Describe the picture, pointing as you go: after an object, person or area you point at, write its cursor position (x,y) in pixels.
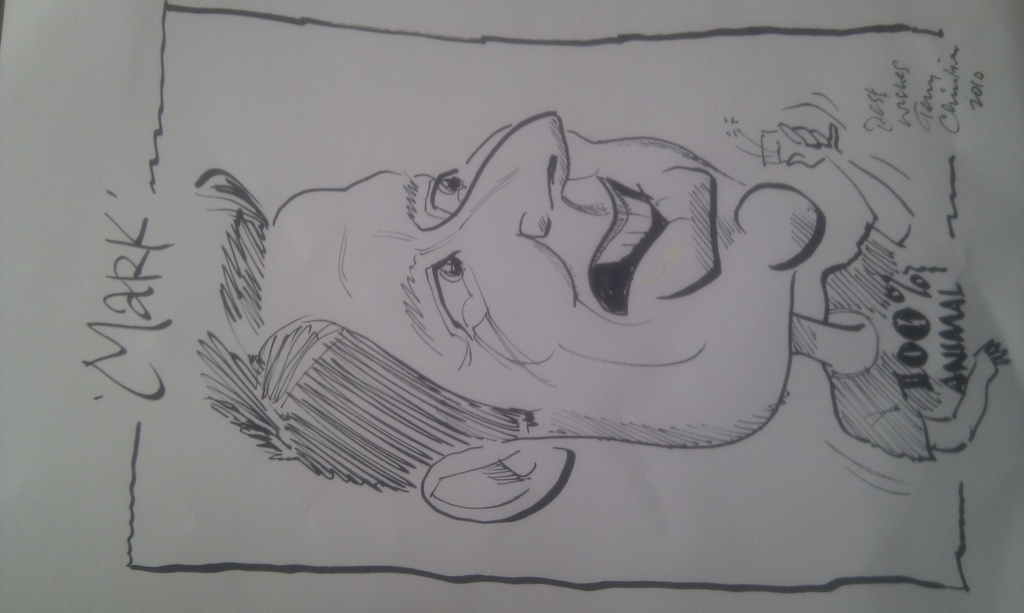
In the center of the image (641,296), we can see a sketch (439,223) and some text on the paper (312,321).
